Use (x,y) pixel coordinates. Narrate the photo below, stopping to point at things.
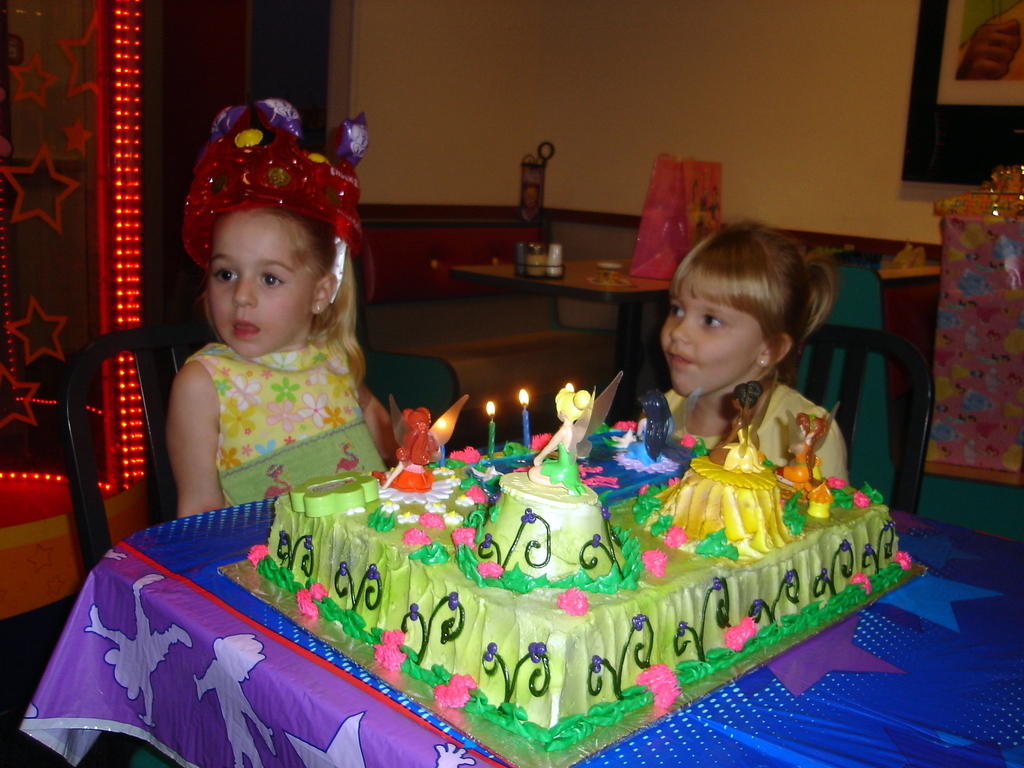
In this image I can see a table (345,722) and on the table (427,733) I can see a blue and purple colored cloth (334,719). I can see a cake (612,637) which is green, pink and yellow in color. I can see two children (332,349) sitting on chairs (822,337), few candles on the cake (637,597), a table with few objects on it, a wall (725,94), few lights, a frame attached to the wall (736,72) and few other objects (245,24) in the background (911,89).
